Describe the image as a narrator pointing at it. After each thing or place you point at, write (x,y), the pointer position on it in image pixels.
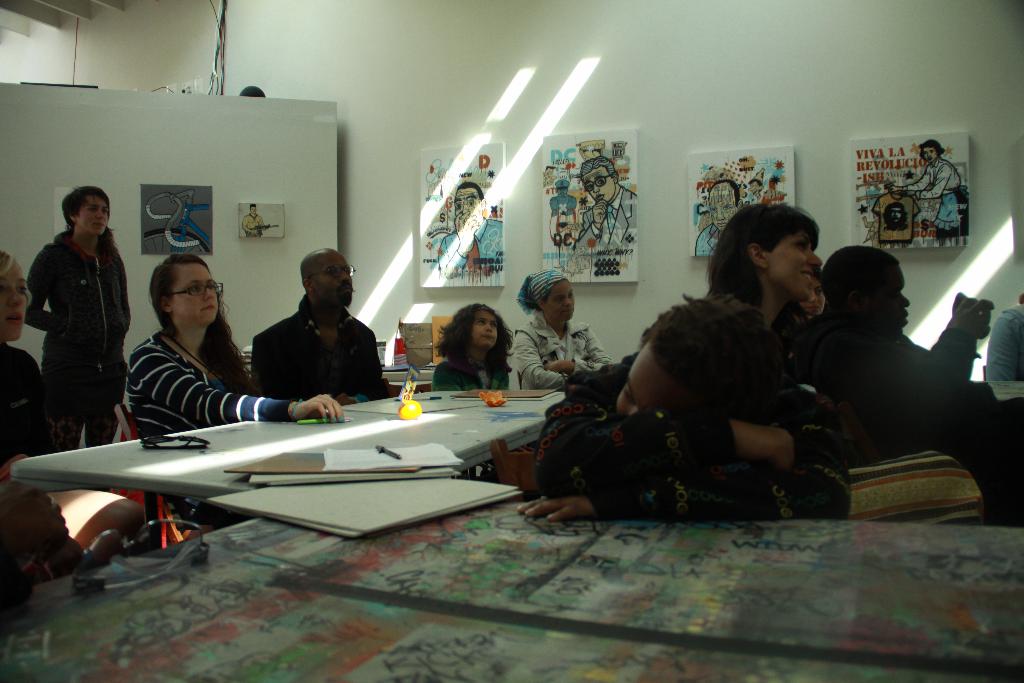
In this image I can see a group of people (308,266) are sitting on the chairs (512,457) in front of tables (456,549), books (380,473), pen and some objects (320,471). In the background (967,254) I can see wall paintings (852,169) on a wall (644,147). This image is taken may be in a hall (577,179).
